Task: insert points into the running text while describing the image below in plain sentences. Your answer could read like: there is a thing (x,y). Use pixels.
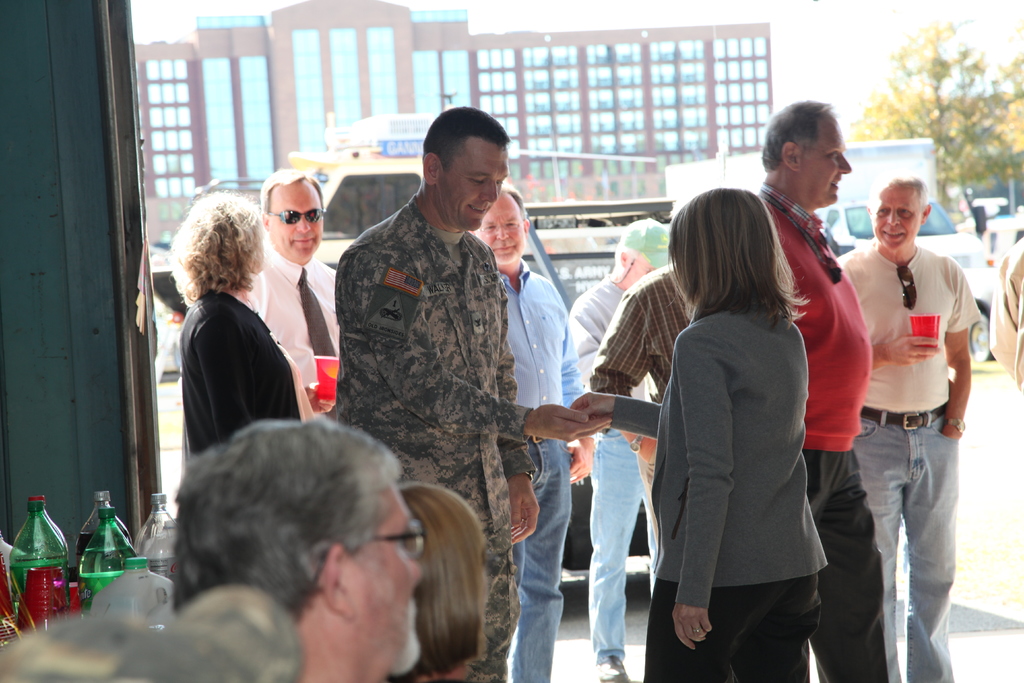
In this image we can see many people (936,401), on the right side (898,181) a person (877,357) holding a red cup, in the background (946,197) we can see a building (683,59) and a tree (1017,67) and on the left side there are some bottles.
